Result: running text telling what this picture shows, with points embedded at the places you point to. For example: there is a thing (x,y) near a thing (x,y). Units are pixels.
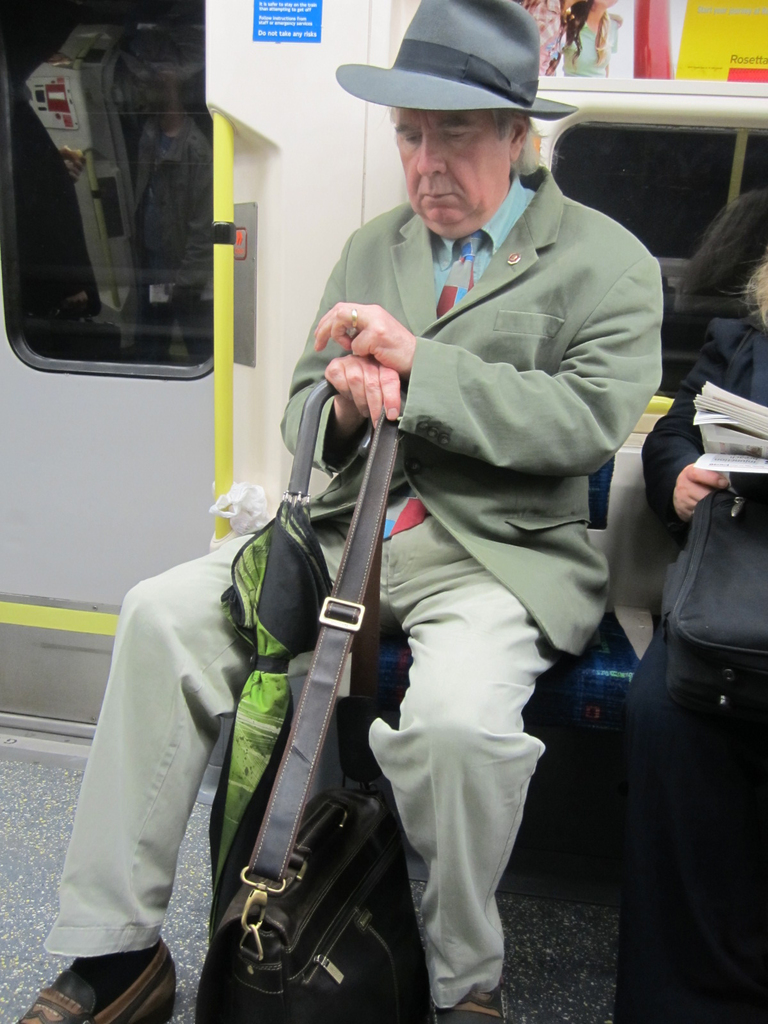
This picture shows couple of people (725,360) seated in the train (42,99) and we see a human (692,502) holding a book (767,408) and a bag (707,610) in the hand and we see a man (466,143) wore a hat (481,100) on his head (509,123) and he is holding a umbrella (325,586) and a bag (374,551) in his hand (350,403).
